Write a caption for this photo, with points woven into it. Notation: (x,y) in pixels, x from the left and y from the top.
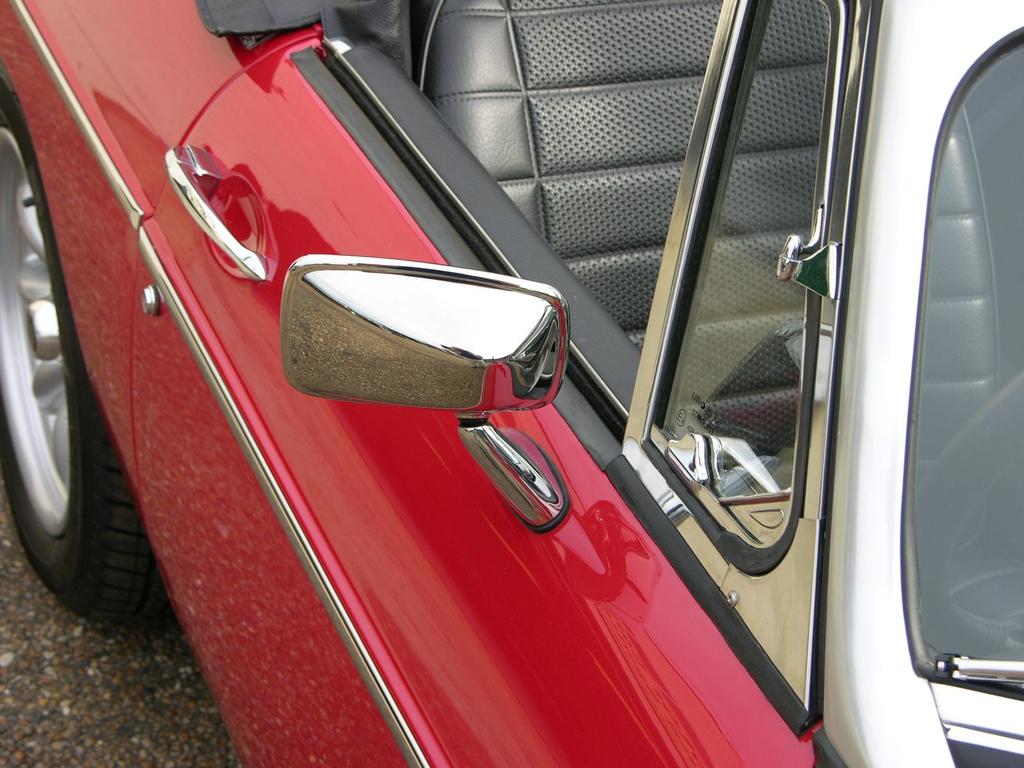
In this image we can see a car (434,517) which is in red color.
